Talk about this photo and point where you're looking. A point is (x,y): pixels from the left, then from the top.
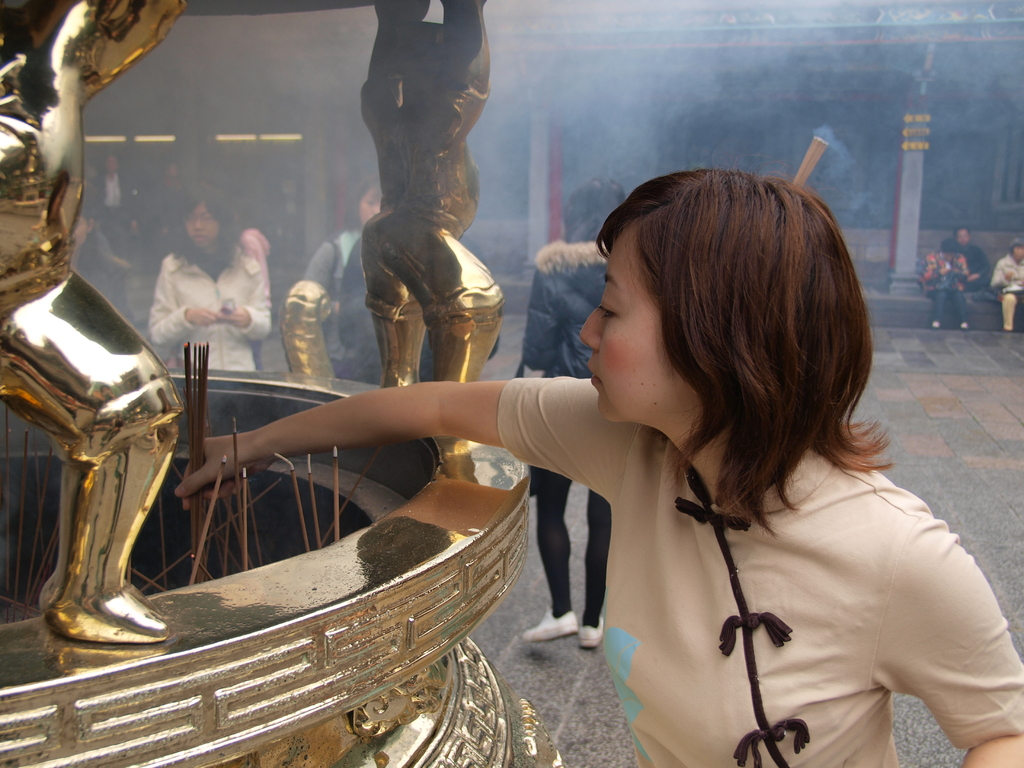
In this image, we can see a group of people (779,232). Here a woman (670,517) is holding incense sticks (195,449). Here we can see statues (439,313). Background (1009,159) we can see pillar (537,156), wall (754,162), lights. Right side of the image (1011,316), we can see few people (964,300) are sitting.
